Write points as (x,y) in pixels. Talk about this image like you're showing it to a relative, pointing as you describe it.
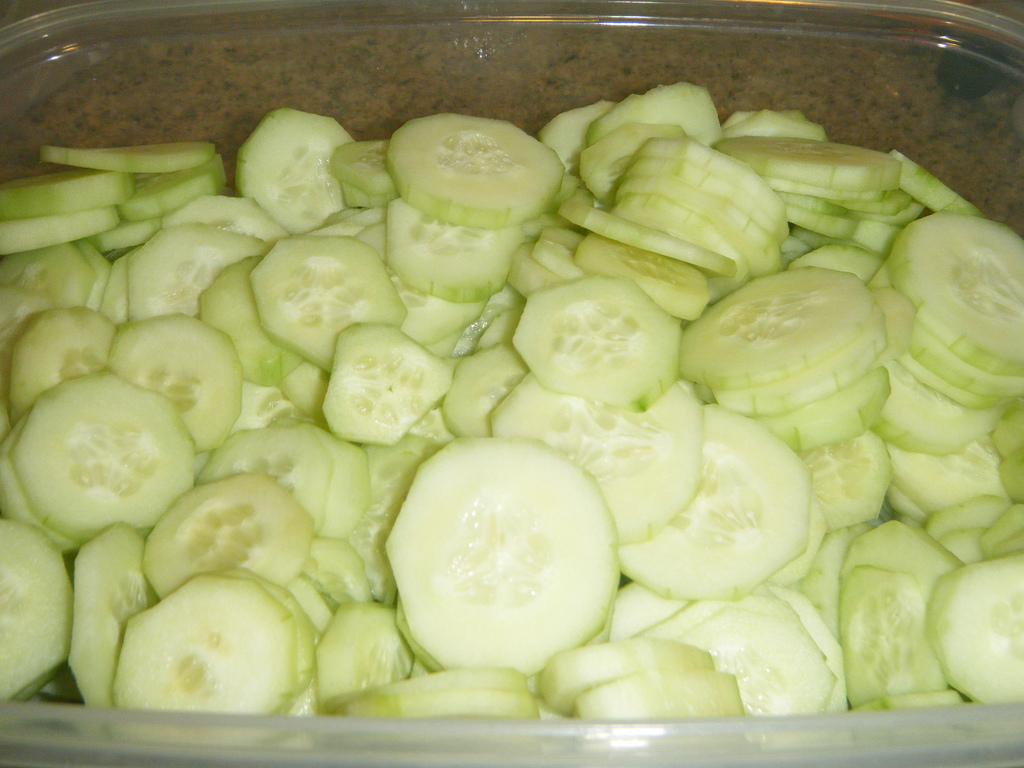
In this image, we can see some cucumber pieces (462,601) in the container (255,720).
